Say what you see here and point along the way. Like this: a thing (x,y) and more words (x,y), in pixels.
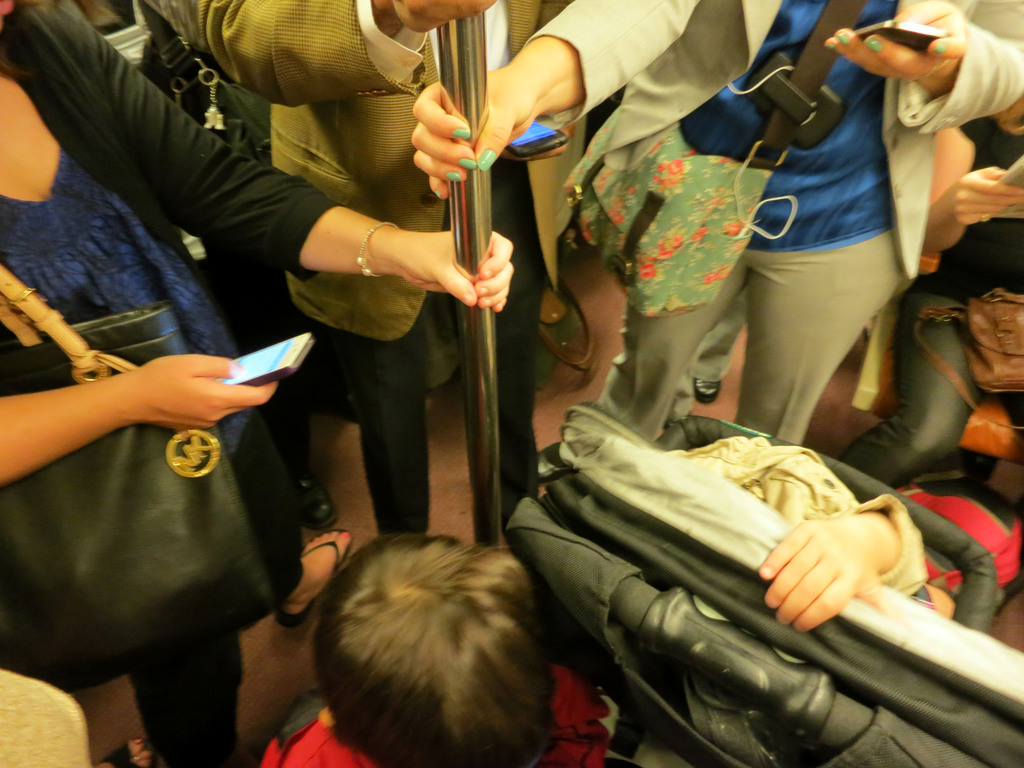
There are three persons (438,181) standing at the top of this image (523,211) are holding a rod (467,99), and there are some persons (912,441) sitting as we can see at the bottom of this image (533,653).
